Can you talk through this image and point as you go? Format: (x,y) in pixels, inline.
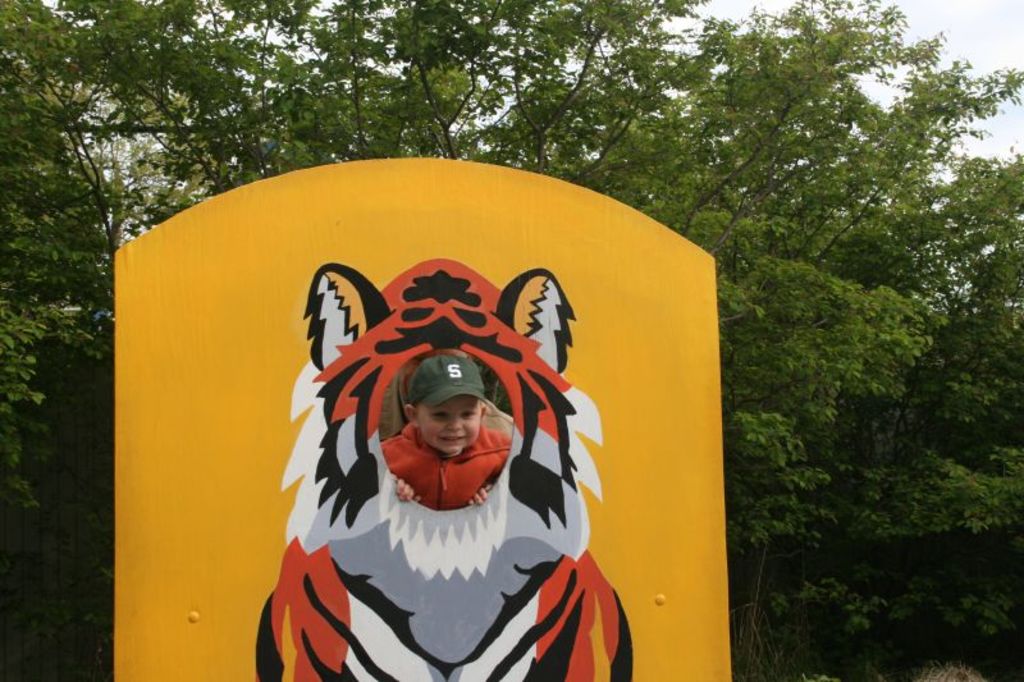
There is a drawing picture (478,577) of a tiger (344,334) on the board (341,303) as we can see at the bottom of this image (579,583). We can see a child (480,434) in the middle (445,382) and there are trees (412,126) in the background (109,222).
